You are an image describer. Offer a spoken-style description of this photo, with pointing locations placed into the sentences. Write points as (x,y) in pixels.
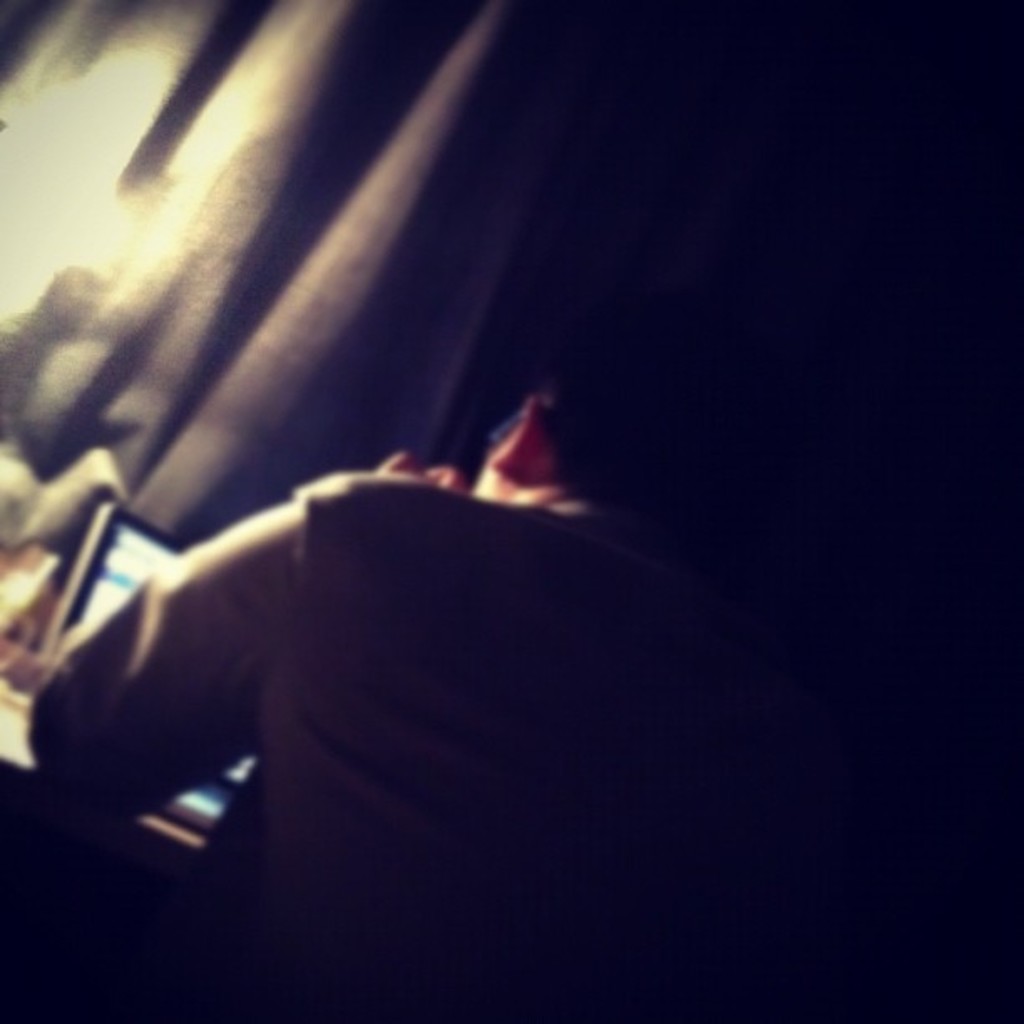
Here a man (535,722) is working in a laptop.
